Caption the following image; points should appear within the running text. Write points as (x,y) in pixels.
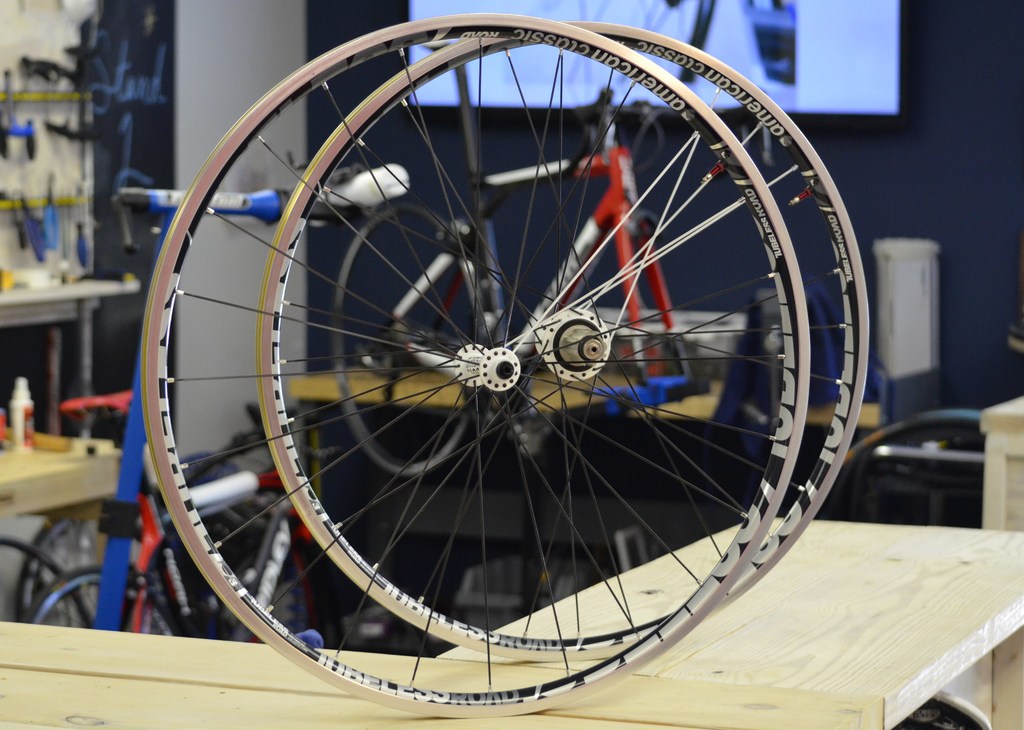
In this image we can see the bicycle wheels (807,386) on the wooden table (753,629). In the background (220,535) we can see the bicycles (479,333), a bottle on the wooden table (79,483) and some other objects (143,194). We can also see the wall (197,162) and also the screen (859,97).
